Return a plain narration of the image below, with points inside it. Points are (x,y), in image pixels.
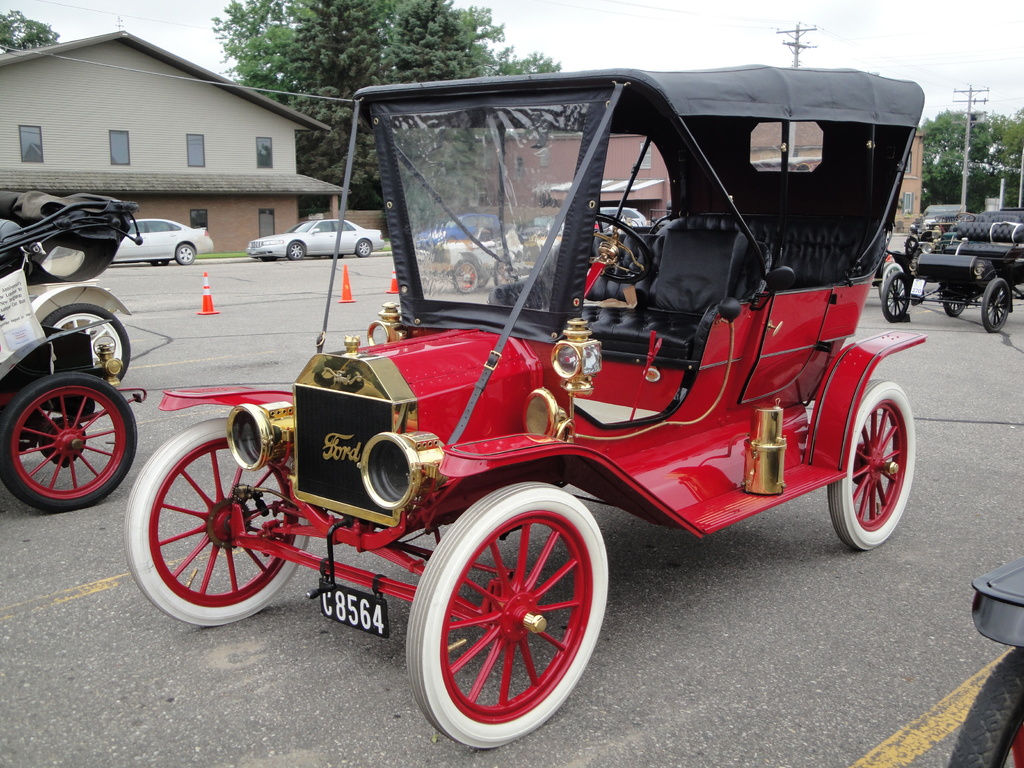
In this picture I can see vehicles (524,541) on the road (33,553), there are cone bar barricade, poles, cables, houses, trees (934,166), and in the background (888,33) there is sky (825,38).
